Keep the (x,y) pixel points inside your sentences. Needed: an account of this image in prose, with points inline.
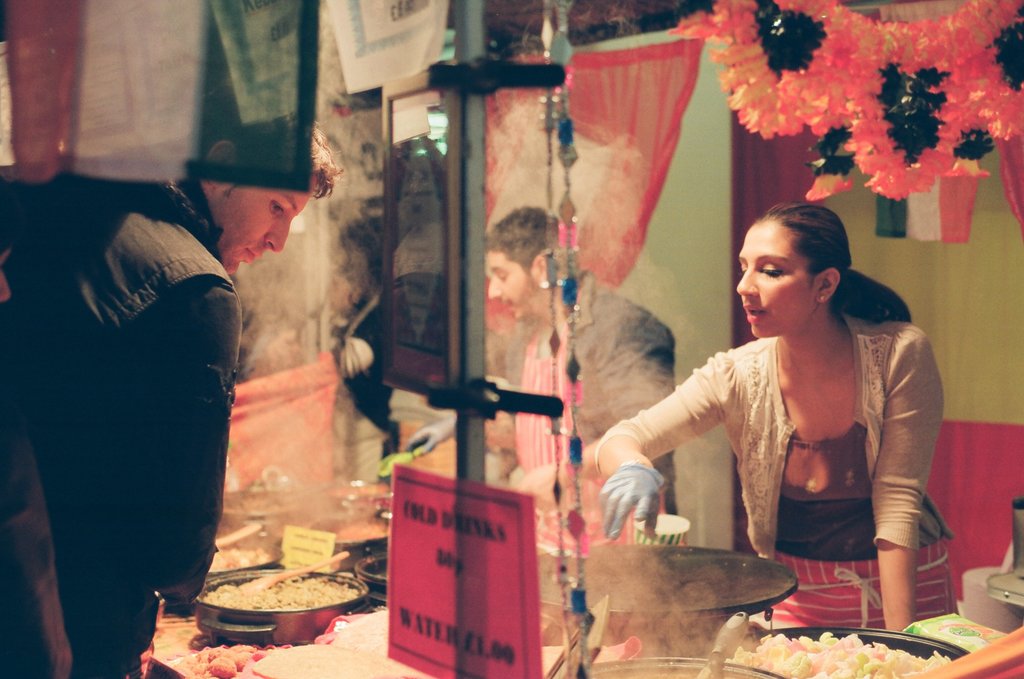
In this image I can see three persons (156,337) and I can see two of them are wearing gloves (420,429). On the bottom side of the image (374,510) I can see few boards (525,559), few utensils (920,642), different types of food (829,641) and few other things (985,651). I can also see something is written on these boards (445,668) and in the centre of the image (620,240) I can see the smoke (625,197). On the top right side of the image (1016,66) I can see number of plastic flowers (844,93).
